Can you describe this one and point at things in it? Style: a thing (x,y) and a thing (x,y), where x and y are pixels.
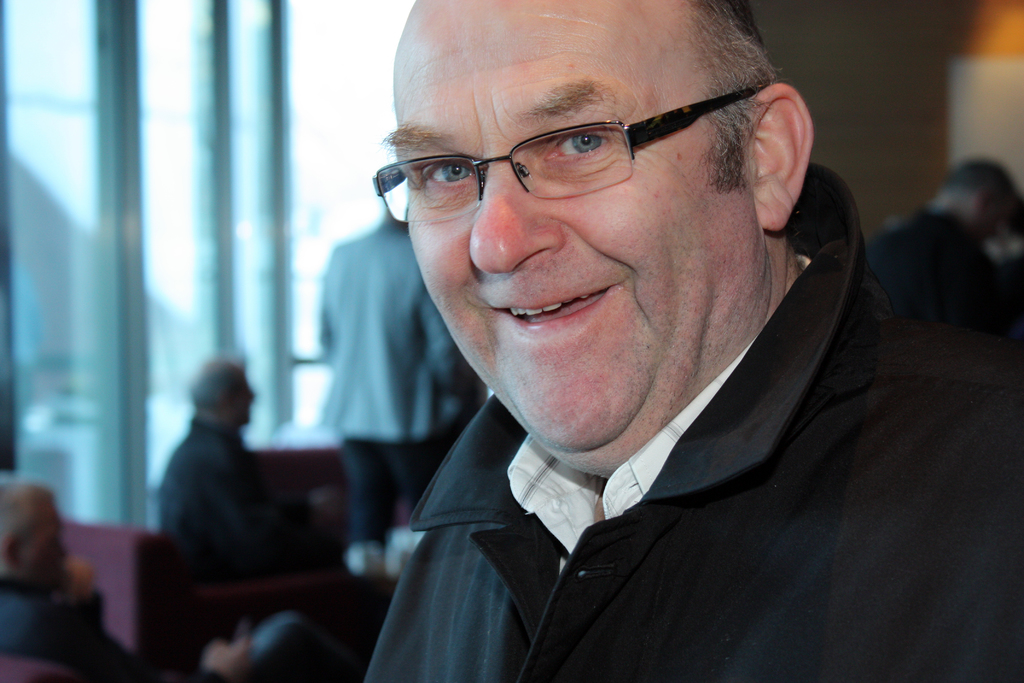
In this image we can see a man (589,387), one window (134,212), some people (934,258) are standing, one wall (876,19) and two people (232,469) are sitting on chairs (132,592).
